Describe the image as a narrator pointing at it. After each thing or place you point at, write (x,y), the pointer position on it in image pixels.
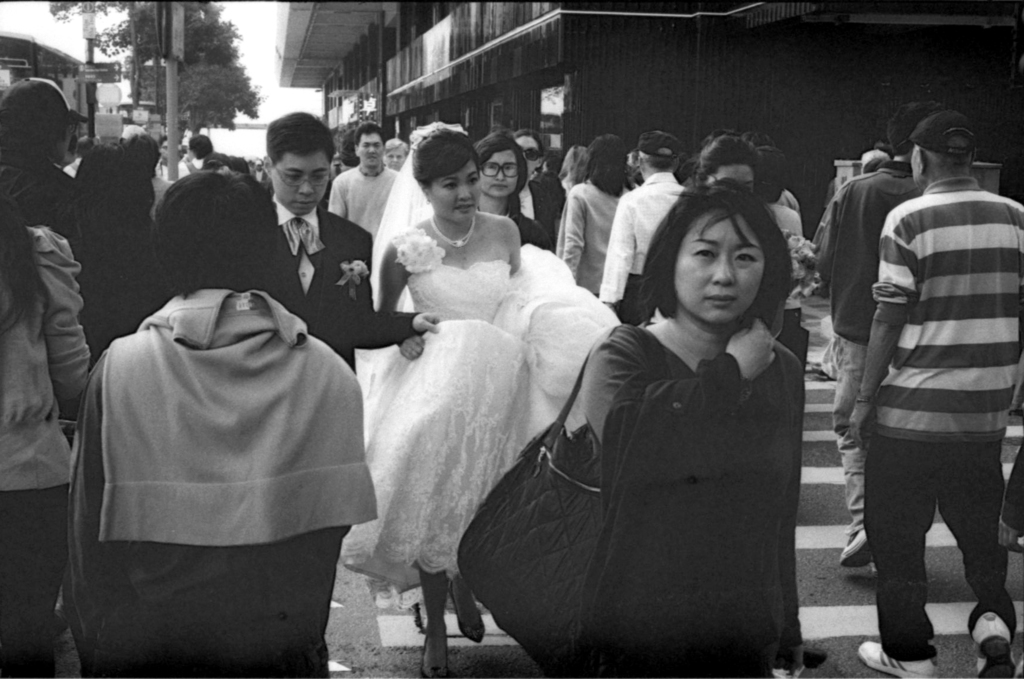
This is a black and white image. In this image we can see people (486,273) walking on the road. In the background (300,57) there are buildings (429,59), trees (195,62), poles (163,50) and sky (52,31).
